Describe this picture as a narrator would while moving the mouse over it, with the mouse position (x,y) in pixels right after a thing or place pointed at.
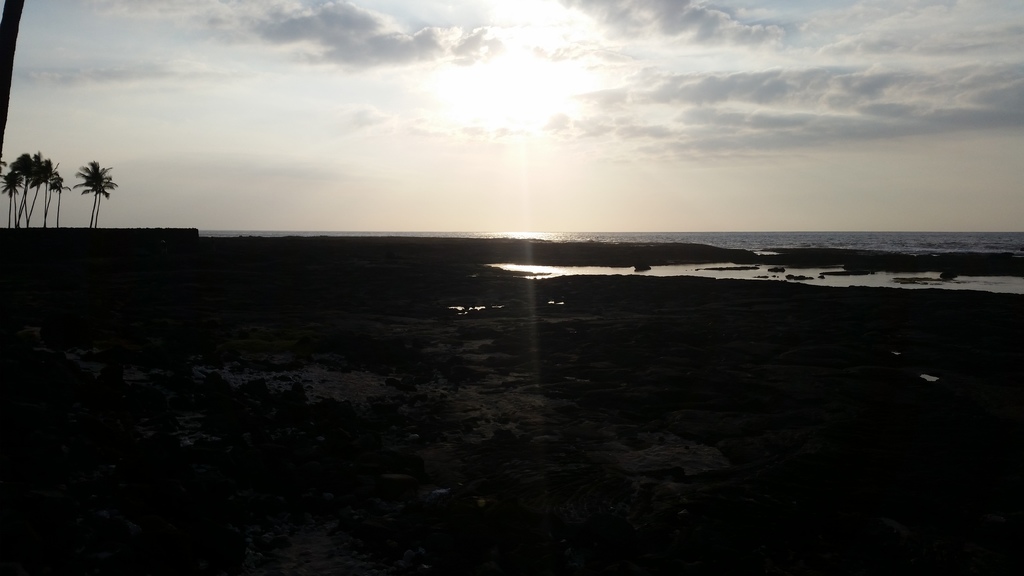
In this image I can see trees (88,186), water (837,280) and in the background (599,151) I can see the sky (517,155) and the sunlight (544,140) that is falling towards the ground (539,400).
